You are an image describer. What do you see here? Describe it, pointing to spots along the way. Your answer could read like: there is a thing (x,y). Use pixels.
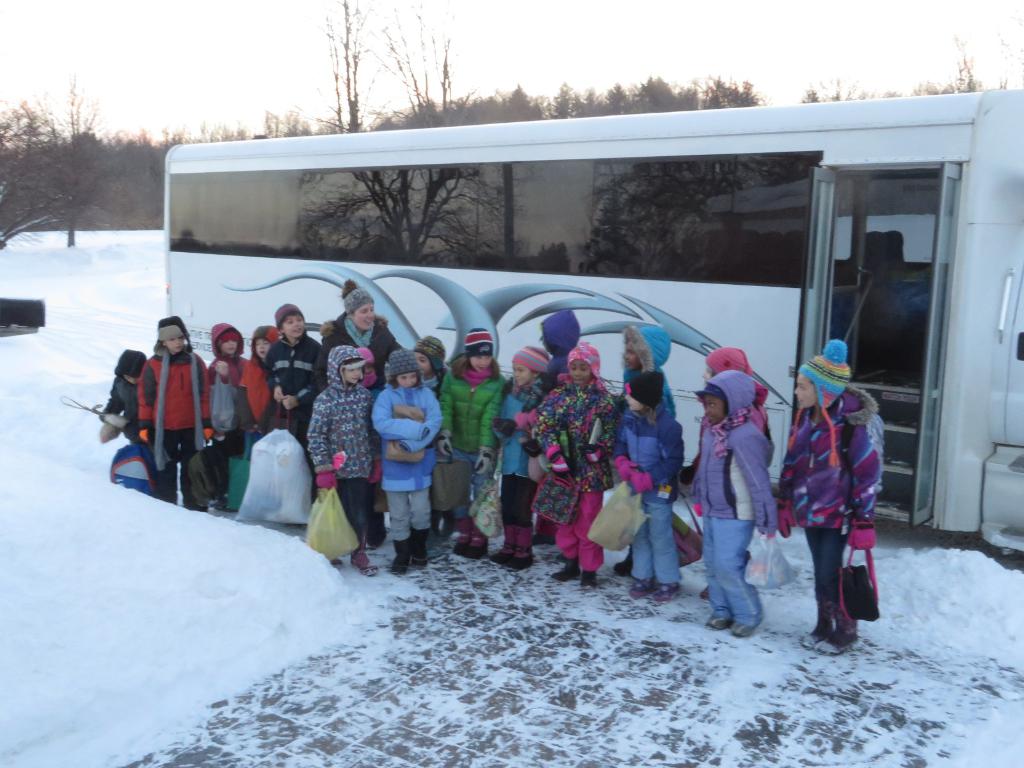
In this image few persons (594,522) are standing on the floor (611,667), which is covered with snow (765,686). Few kids (402,516) are holding bags (619,498) in their hands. Behind them there is a person (365,336) wearing a cap (346,295). There is a bus (384,304) on the floor (534,678). Background (42,142) there are few trees (50,154). Top of the image (211,15) there is sky (216,10).
